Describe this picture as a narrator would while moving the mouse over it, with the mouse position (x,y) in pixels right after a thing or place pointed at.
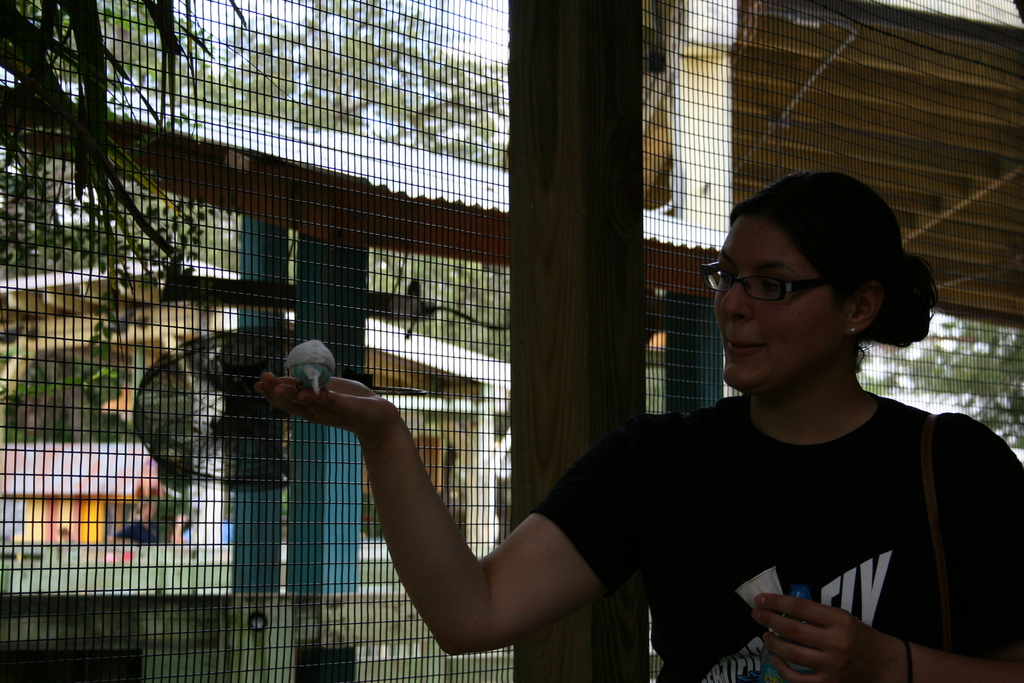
A woman (745,510) is standing at the right side (821,548) wearing a black t shirt (637,534). There is a bird (307,365) on her palm (317,398). There is a fence (505,344), buildings (321,251) and trees (325,117) at the back (281,59).
